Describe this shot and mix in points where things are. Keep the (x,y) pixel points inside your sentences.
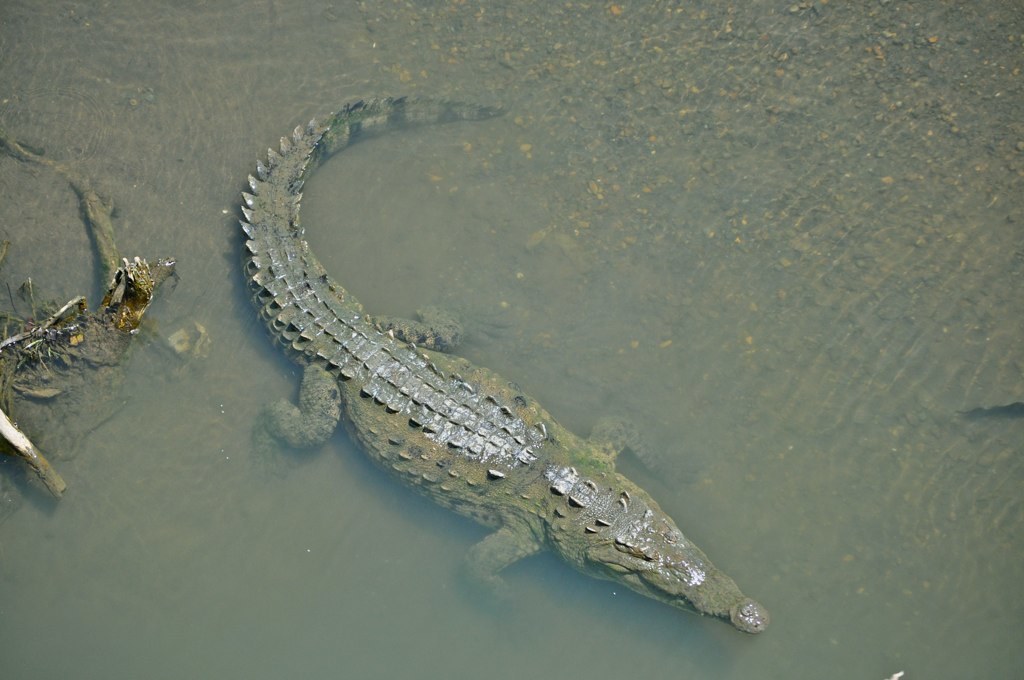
It is a crocodile (532,415) in the water (692,523).
